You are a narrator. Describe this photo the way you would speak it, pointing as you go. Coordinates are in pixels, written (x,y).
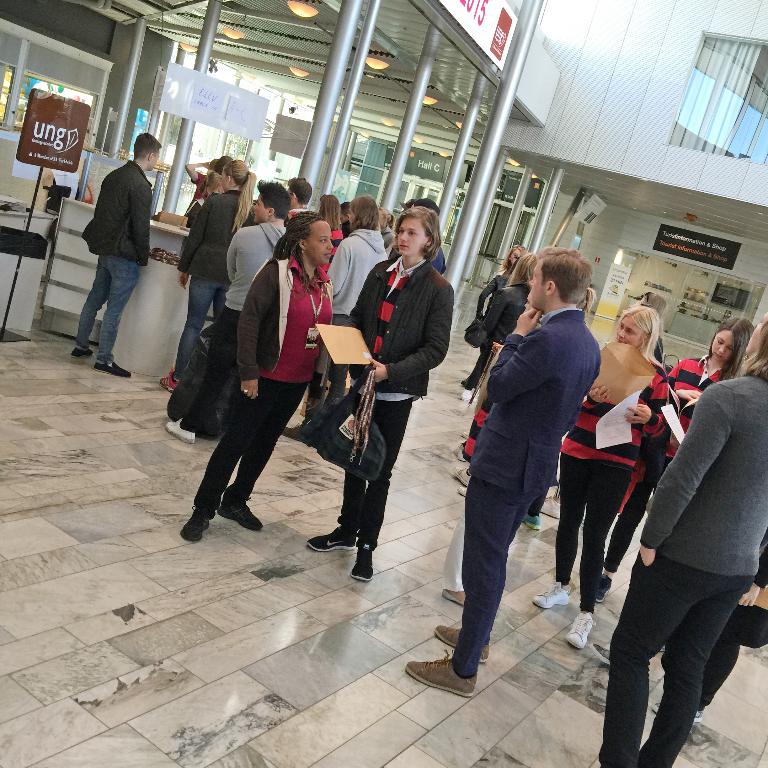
In this picture we can see a group of people (303,393) standing and some people (428,348) holding the papers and envelopes (481,389). Behind the people (320,258) there are pillars (419,111), boards (34,157), a wall (622,229) and other objects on the path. At the top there are lights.
